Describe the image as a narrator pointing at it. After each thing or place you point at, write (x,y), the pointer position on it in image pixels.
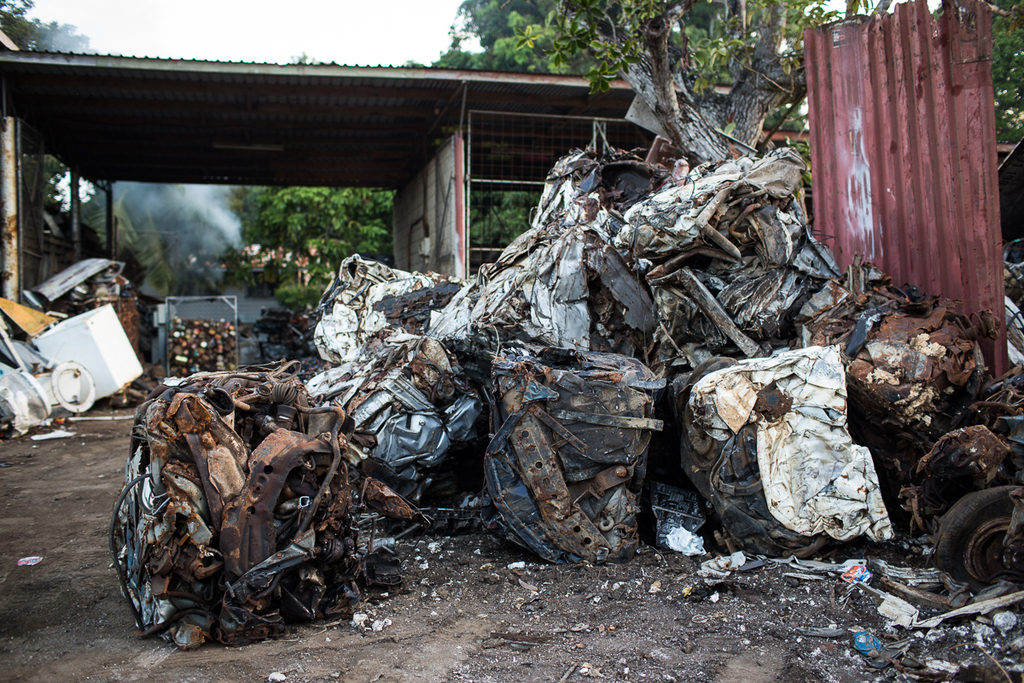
In this picture we can see scrap (508,527) near to the iron sheet (890,202). Here we can see shed (10,102). On the top (246,8) we can see sky (263,9) and clouds (265,2). Here we can see many trees (794,4).
